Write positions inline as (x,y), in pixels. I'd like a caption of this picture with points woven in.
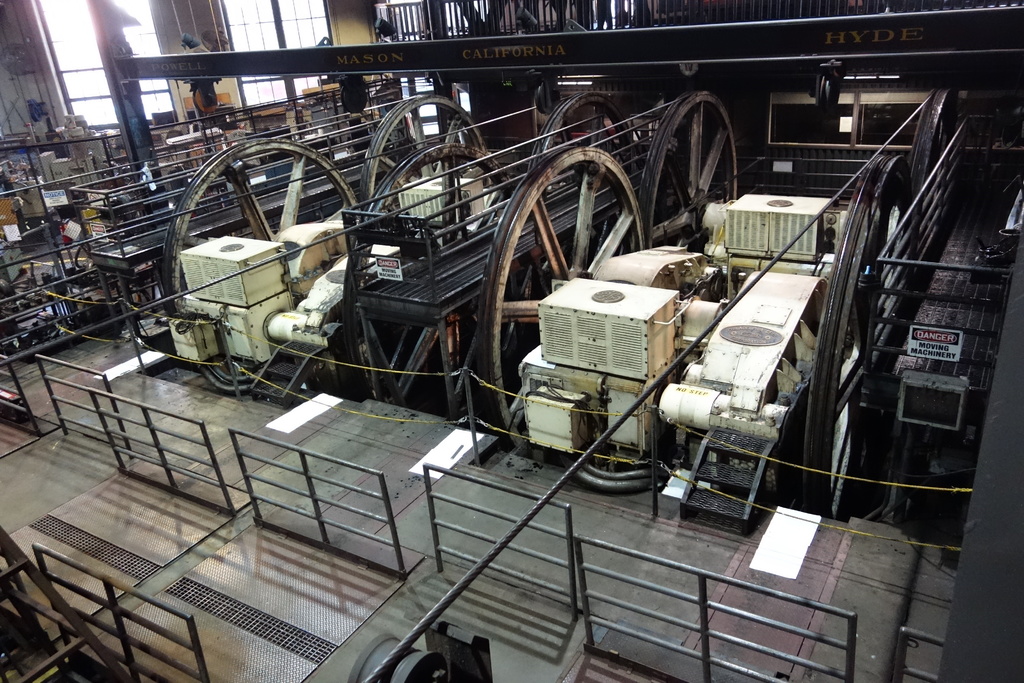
In this picture I can see machines (629,289), boards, ropes (584,459), iron rods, windows (804,121).
